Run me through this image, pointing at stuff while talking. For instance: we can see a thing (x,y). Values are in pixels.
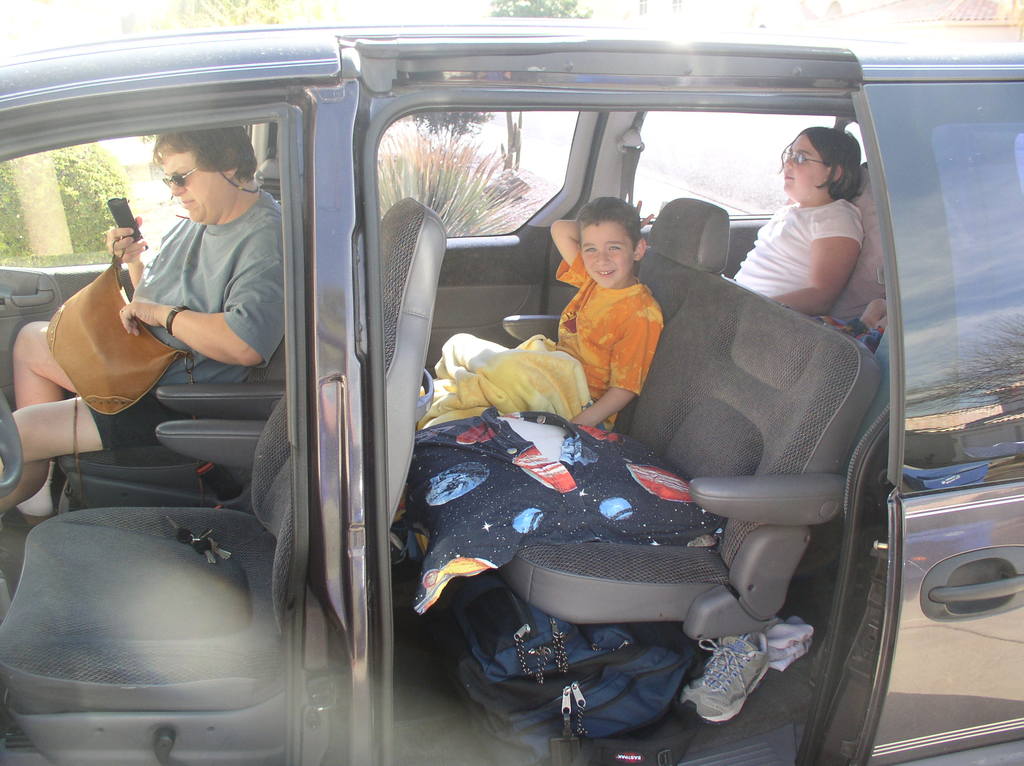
In this image there are few people (652,332) arranged in the car (690,328), there are some luggage (526,668) on the floor (483,727) of a car (834,665). From the window (487,194) of a car (830,646) we can see there are trees (447,200).
